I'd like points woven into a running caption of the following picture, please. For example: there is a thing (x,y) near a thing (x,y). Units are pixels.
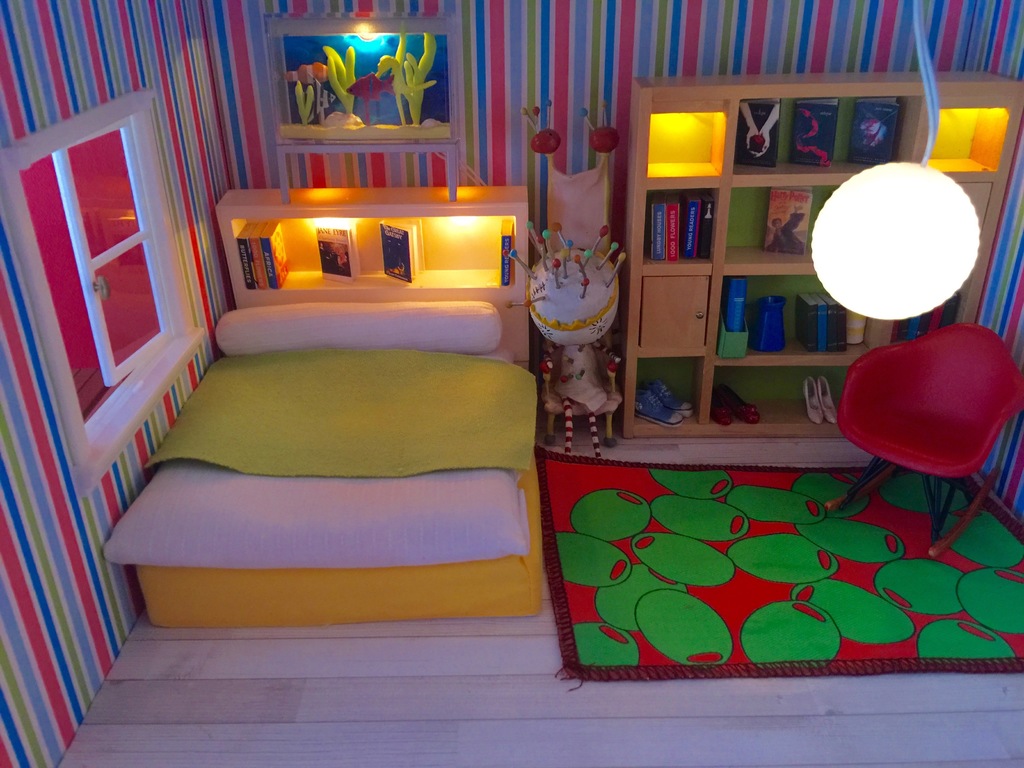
This image is clicked in a room (523,392). There is a bed (281,413), pillow (307,321), bookshelves (654,358), window (40,215). There is a light (863,228) on the top (903,236). There is a chair (946,398) on the right side (888,433). There are books (774,149) in bookshelves (696,330).
